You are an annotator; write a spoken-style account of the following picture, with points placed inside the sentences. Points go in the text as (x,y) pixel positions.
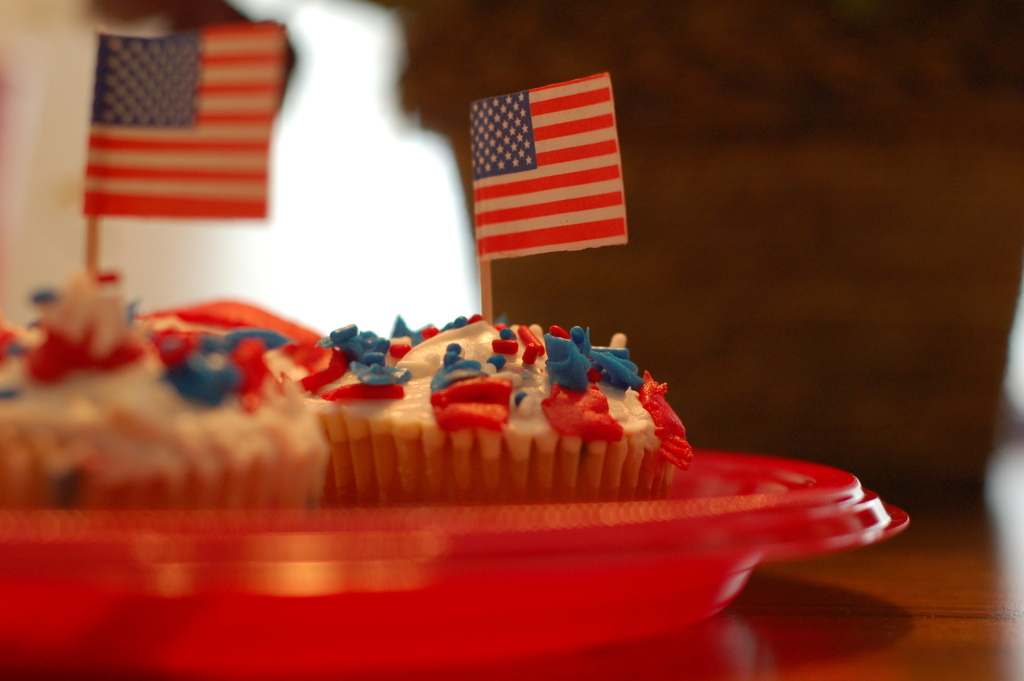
In this image there are cupcakes (395,461) in a plate (518,533) which was placed on the table (908,623). There are two flags (499,128) and the background of the image (822,220) is blur.
